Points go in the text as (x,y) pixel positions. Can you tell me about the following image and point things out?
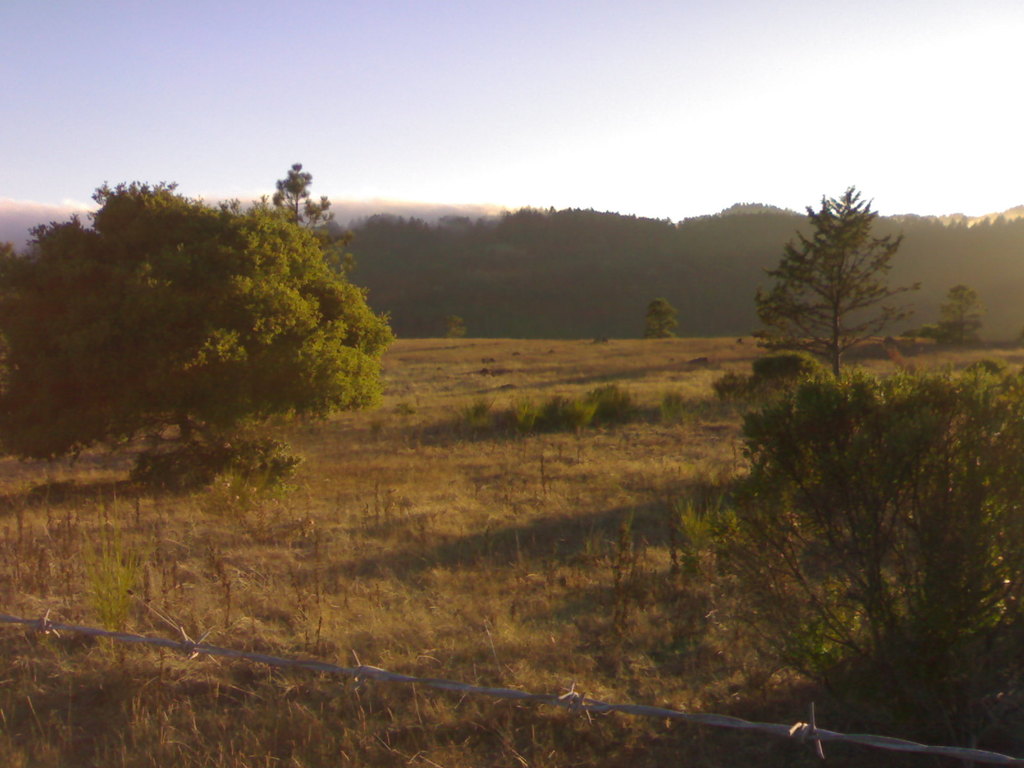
In this image I can see the ground (457,528), some grass (416,537) on the ground (409,577), the metal fence (189,645), few trees (96,237) which are green in color and in the background (484,65) I can see the sky (532,75).
